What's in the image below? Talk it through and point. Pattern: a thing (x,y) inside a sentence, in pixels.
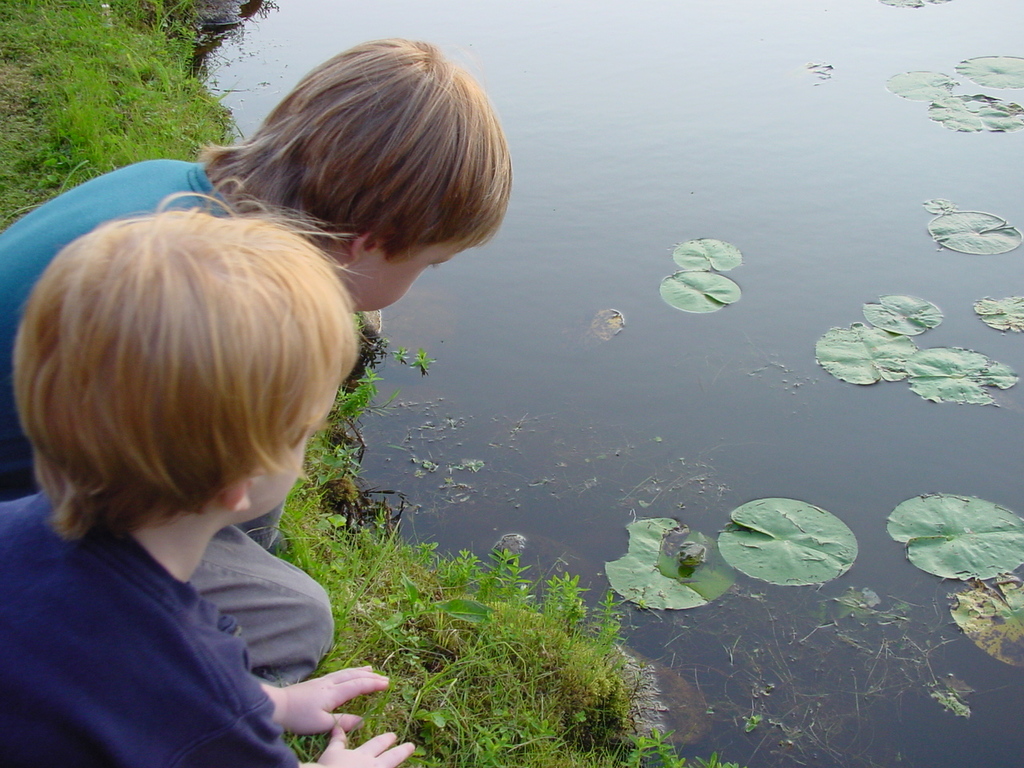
As we can see in the image there is grass (71,51), water (651,270), leaves (758,539), frogs (680,539) and two people (169,379) sitting on the left side (214,399).
